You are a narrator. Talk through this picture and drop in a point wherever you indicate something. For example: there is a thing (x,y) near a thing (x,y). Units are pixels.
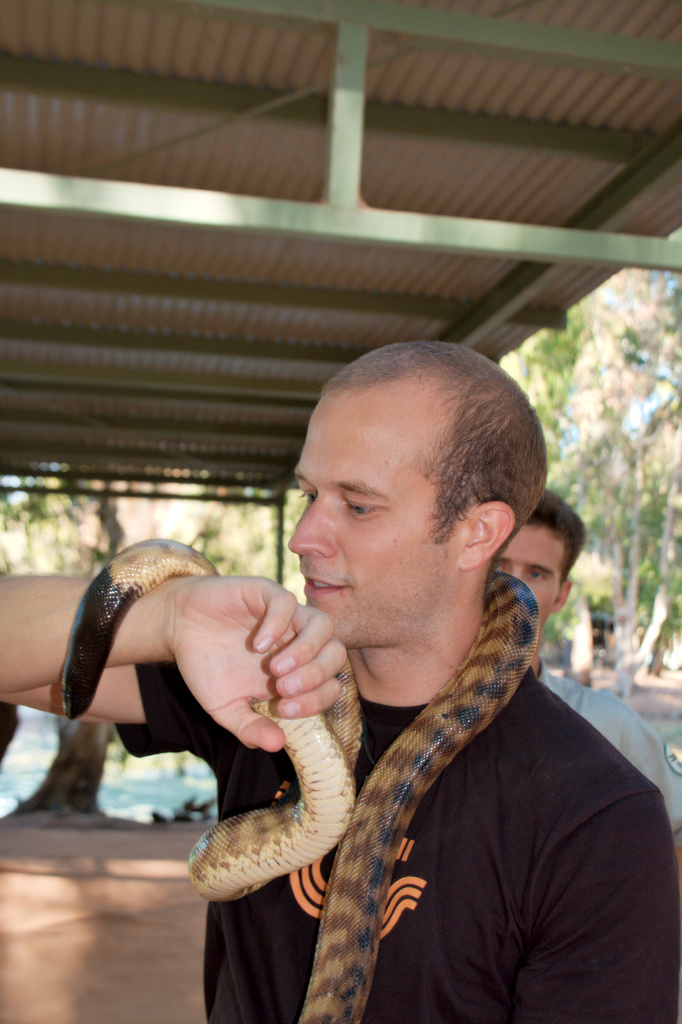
This picture is taken outside a building (444,309). In the middle (430,487) there is a person (427,521) wearing a black t shirt (422,916) looking at the snake (189,570). He put the snake (394,763) on his neck (383,690) and hand (252,614). Behind him another person (587,699) is standing and looking at him. On top of them there is roof (307,190). In the background (632,500) there are trees (625,414).
